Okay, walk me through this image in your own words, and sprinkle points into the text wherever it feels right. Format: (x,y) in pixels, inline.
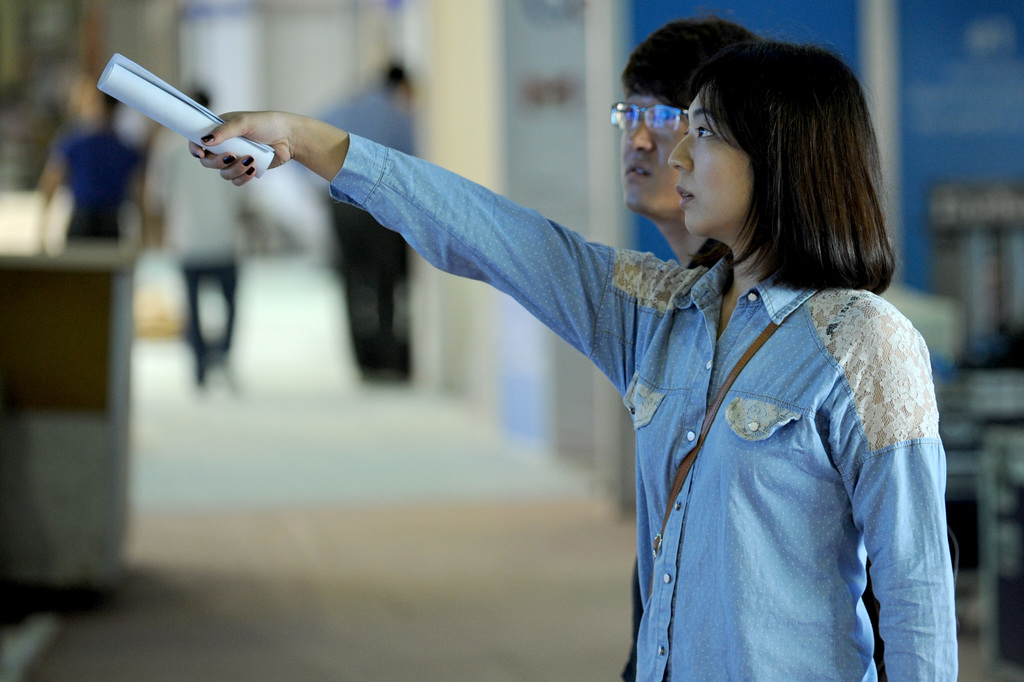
In this image, there are a few people (707,334). Among them, a person (541,256) is holding an object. We can see the ground (345,602). We can also see the blurred background (938,16).
